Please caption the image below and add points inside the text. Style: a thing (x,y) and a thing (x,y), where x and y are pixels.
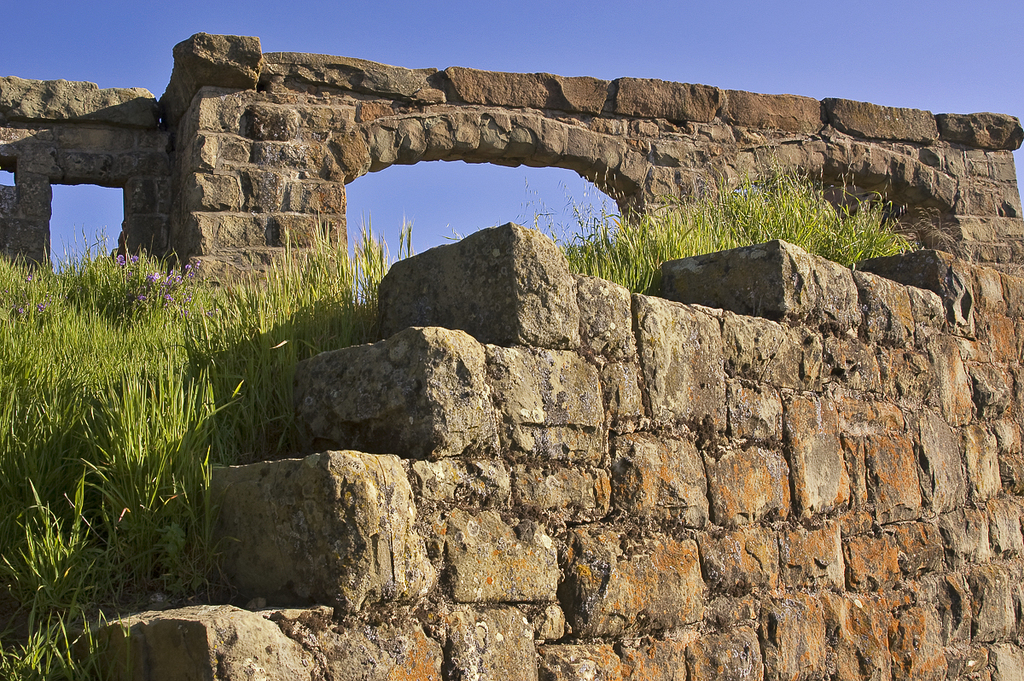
In this picture we can see a stone wall (710,323) in the front (639,308), on the left side (133,375) there is grass (121,391), we can see the sky (959,62) at the top of the picture (702,57).
